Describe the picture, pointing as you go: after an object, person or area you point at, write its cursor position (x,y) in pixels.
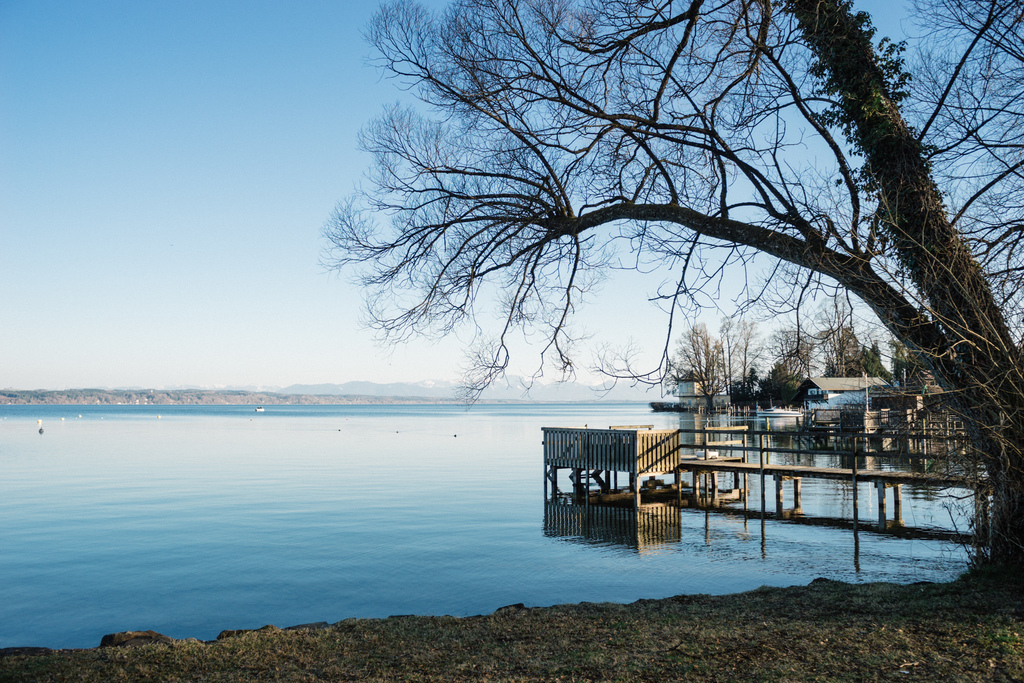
In this image I can see water (393,465) in the centre (520,428) and on the right side of this image (857,429) I can see number of trees (1006,387), few buildings (884,407) and a platform (725,448). In the background (316,294) I can see the sky (351,294).
